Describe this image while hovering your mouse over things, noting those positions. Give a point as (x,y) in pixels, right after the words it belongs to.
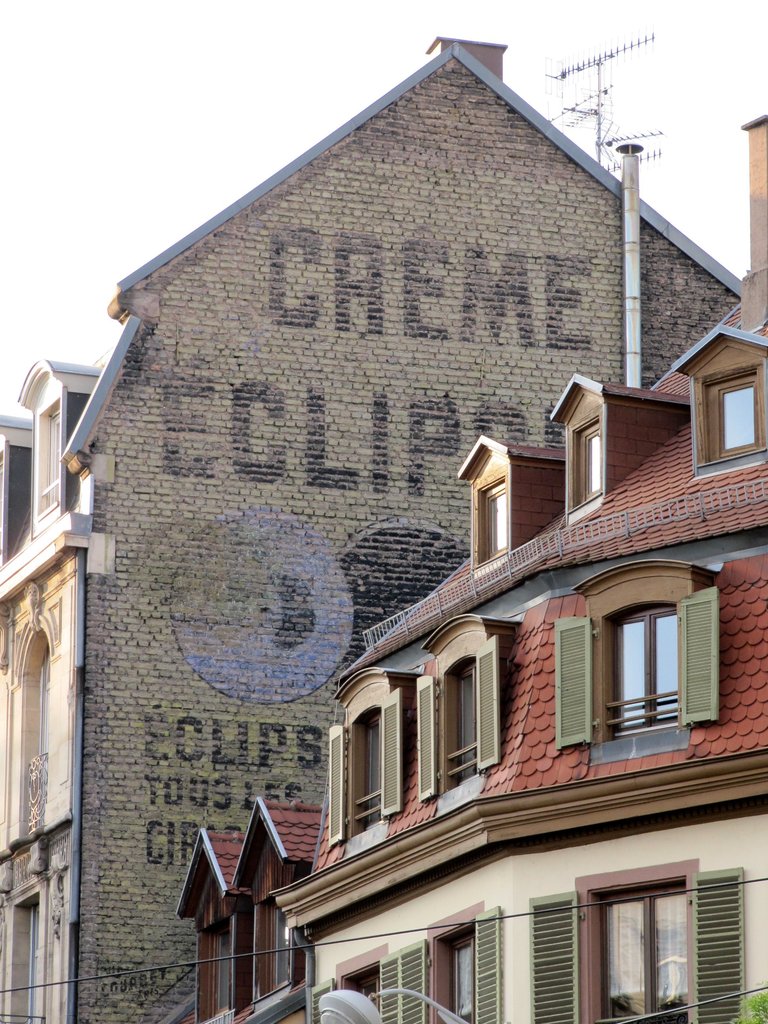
In this picture I can see two buildings (338,562) with windows (613,980), there are words (267,392) on the wall (293,447) of a building (251,497), there are cables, antenna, and in the background (654,67) there is sky (619,62).
